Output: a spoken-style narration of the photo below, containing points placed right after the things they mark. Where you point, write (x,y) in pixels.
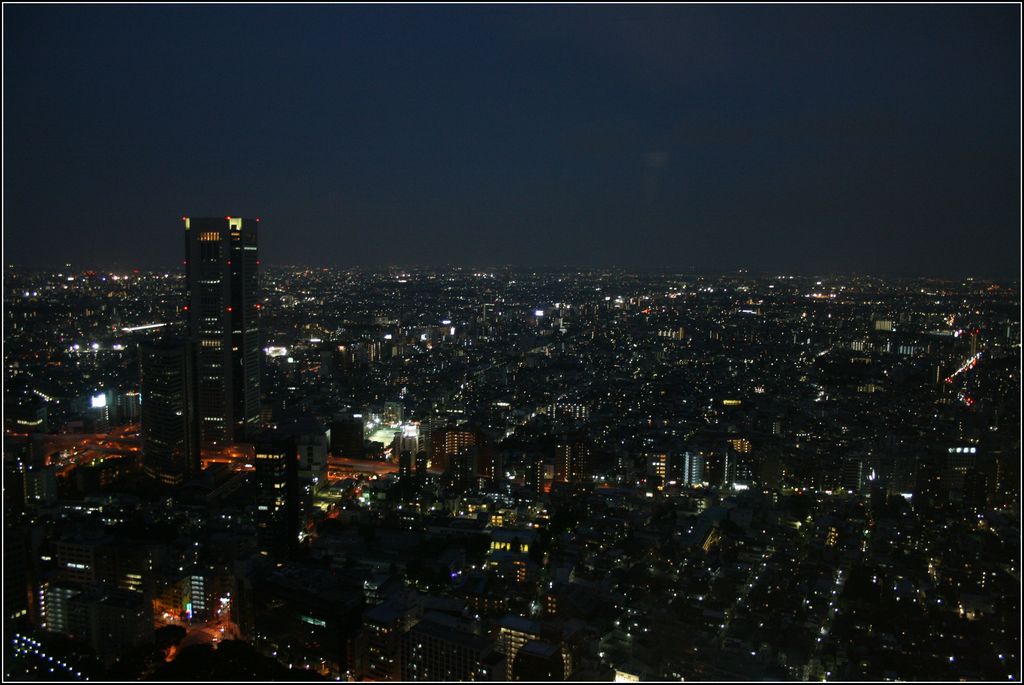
This picture is clicked from a height in the city. In the foreground (862,585) we can see many number of buildings (791,472), lights (411,420) and some skyscrapers (233,342). In the background (511,193) there is a sky (590,160).
